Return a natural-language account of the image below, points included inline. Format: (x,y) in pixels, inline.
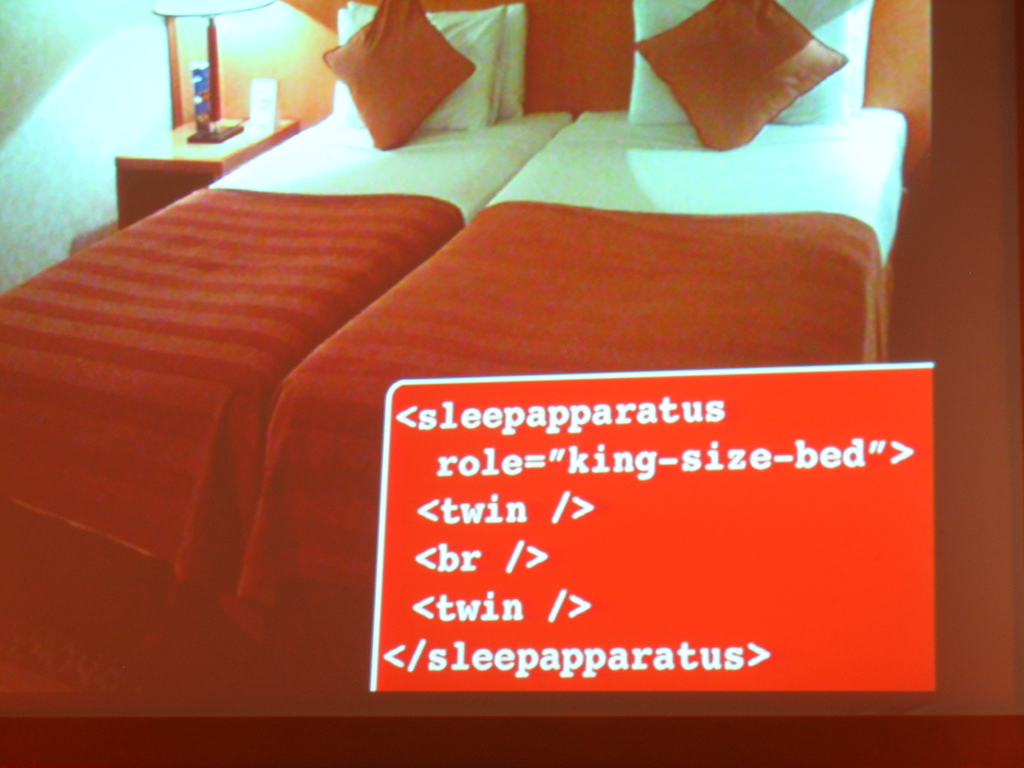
On these beds (611,154) there are bed-sheets (433,272) and pillows (754,87). Beside this bed (378,177) there is a table (182,172), on this table (193,178) there is a lamp (192,7) and things (262,94). Something written on this picture. This is wall (74,70).
